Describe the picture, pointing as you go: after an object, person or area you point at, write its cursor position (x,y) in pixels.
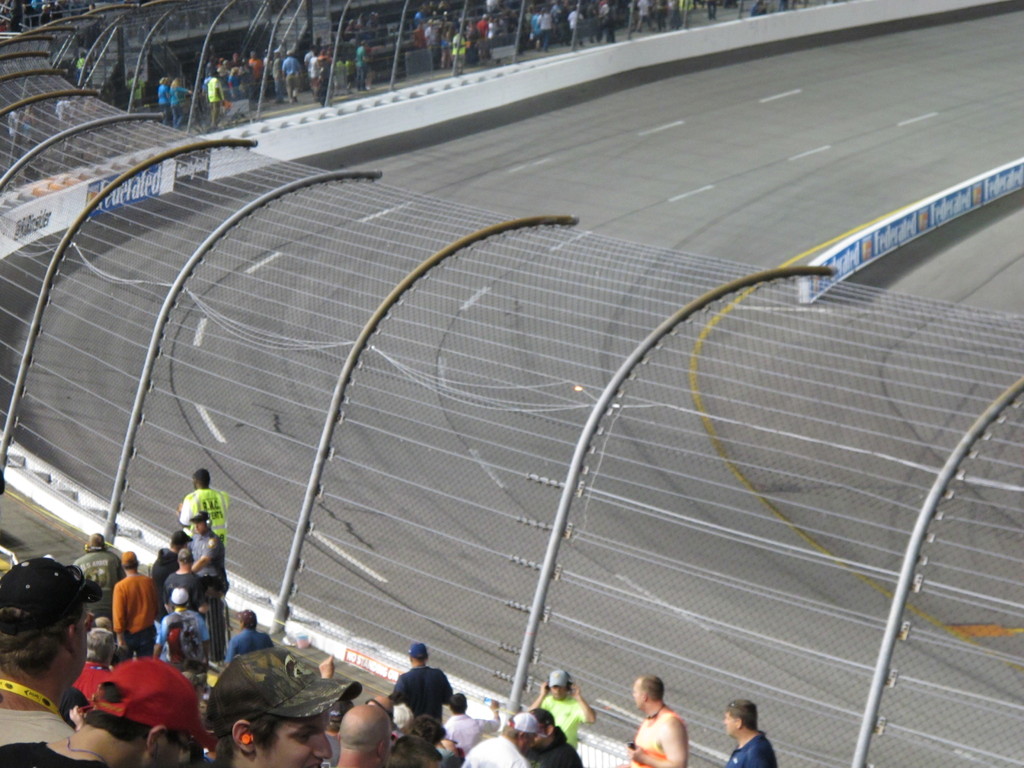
In this picture I can see group of people (394,722) among them some are standing. Here I can see road (738,215), fence (700,411) and some other objects (19,460). I can also see white lines (805,153) on the road (372,279).
